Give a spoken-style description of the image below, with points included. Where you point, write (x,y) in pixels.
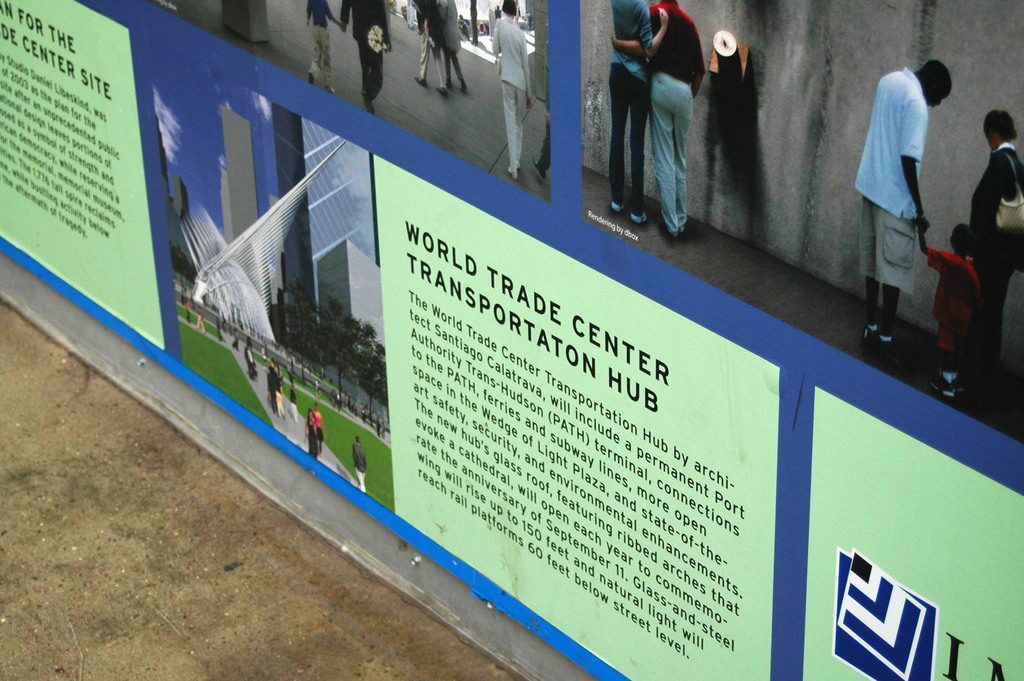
In this image I can see hoardings (439,414) and a group of people (616,65) are standing and walking on the floor (831,294) and a wall (753,18). This image is taken may be during a day.
